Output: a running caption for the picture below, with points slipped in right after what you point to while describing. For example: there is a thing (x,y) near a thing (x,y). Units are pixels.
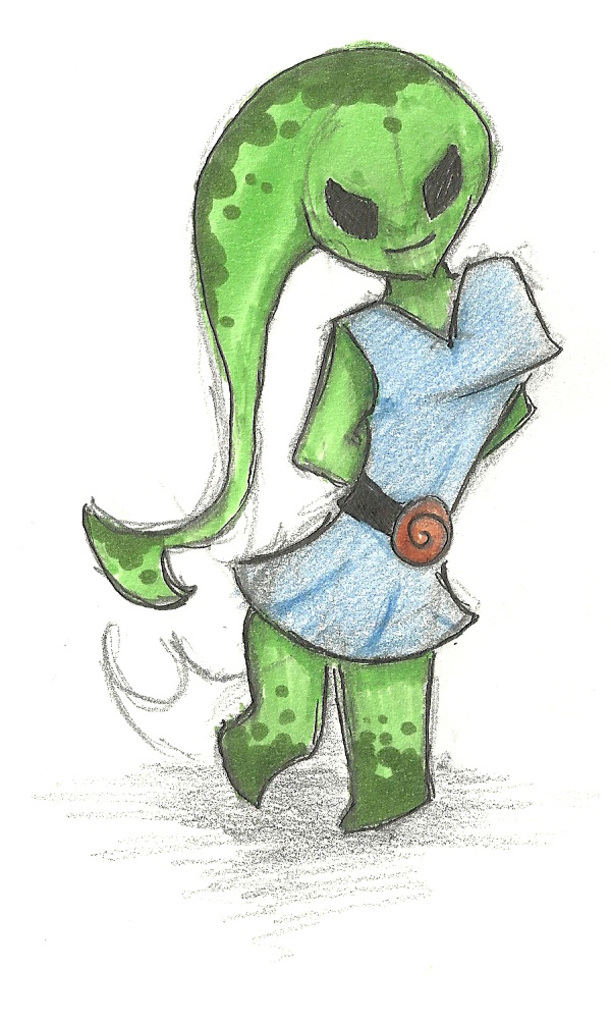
In the center of the image (303,563) we can see some drawing (374,575) in different colors, in which we can see one person (365,602).
